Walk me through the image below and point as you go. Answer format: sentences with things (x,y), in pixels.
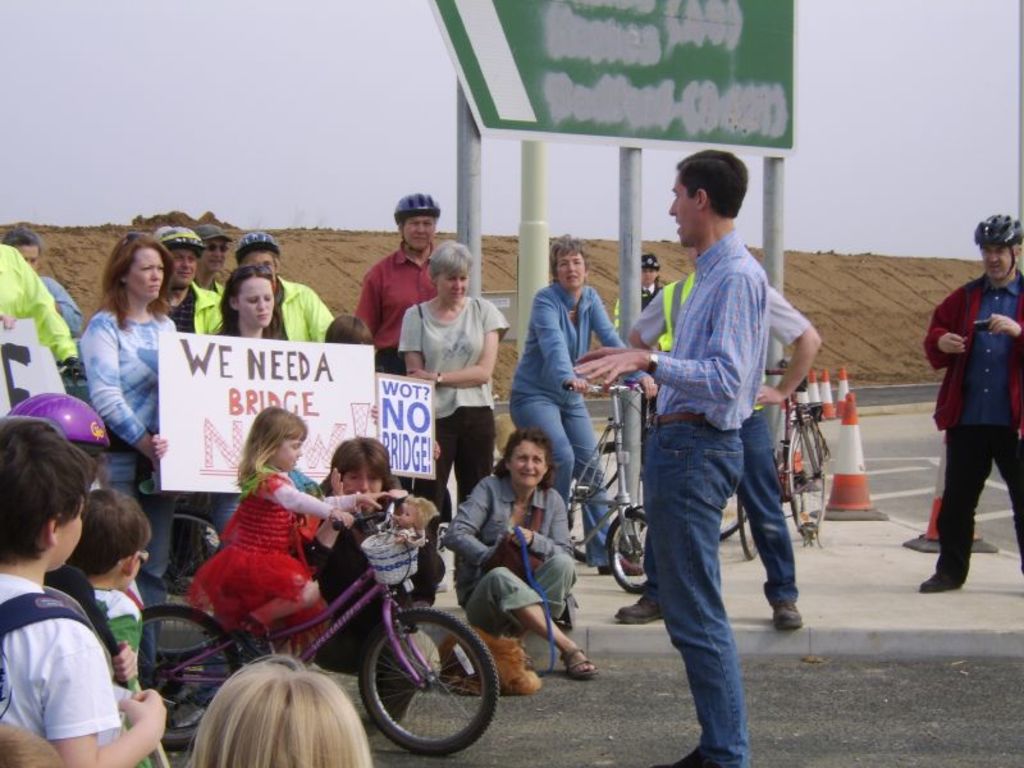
In this image i can see some are standing and some are sitting the man (745,323) standing here is wearing a blue color shirt (739,340) and a blue jeans (702,465), a girl (277,571) sitting on a bicycle (366,521) wearing a red color frock (285,559) and a woman (147,339) standing here wearing a blue t-shirt (134,336) holding a board (194,443), at the back ground (551,78) i can see a pole (540,142), board (486,57) and a sky (309,63).
